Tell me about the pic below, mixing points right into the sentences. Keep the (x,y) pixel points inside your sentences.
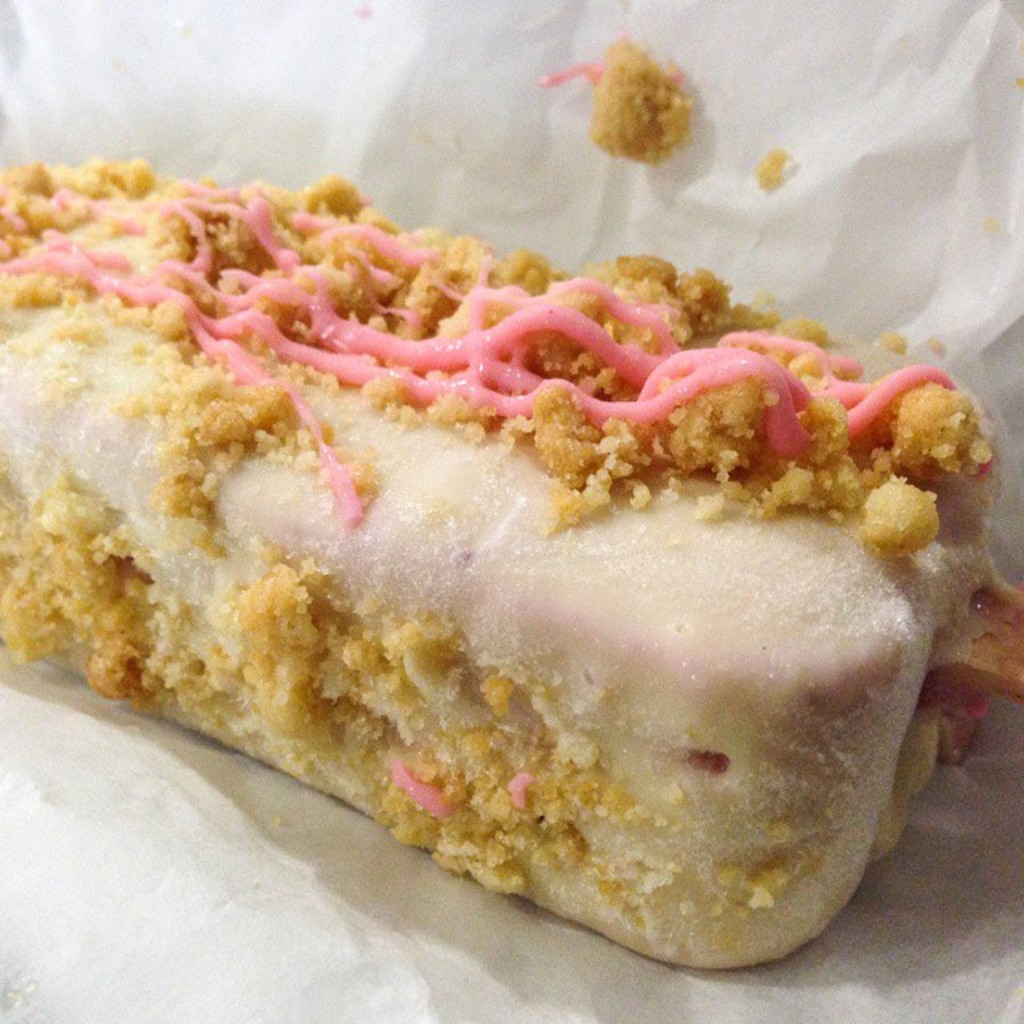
The picture consists of a food item (482,389), wrapped in a paper (833,198).
